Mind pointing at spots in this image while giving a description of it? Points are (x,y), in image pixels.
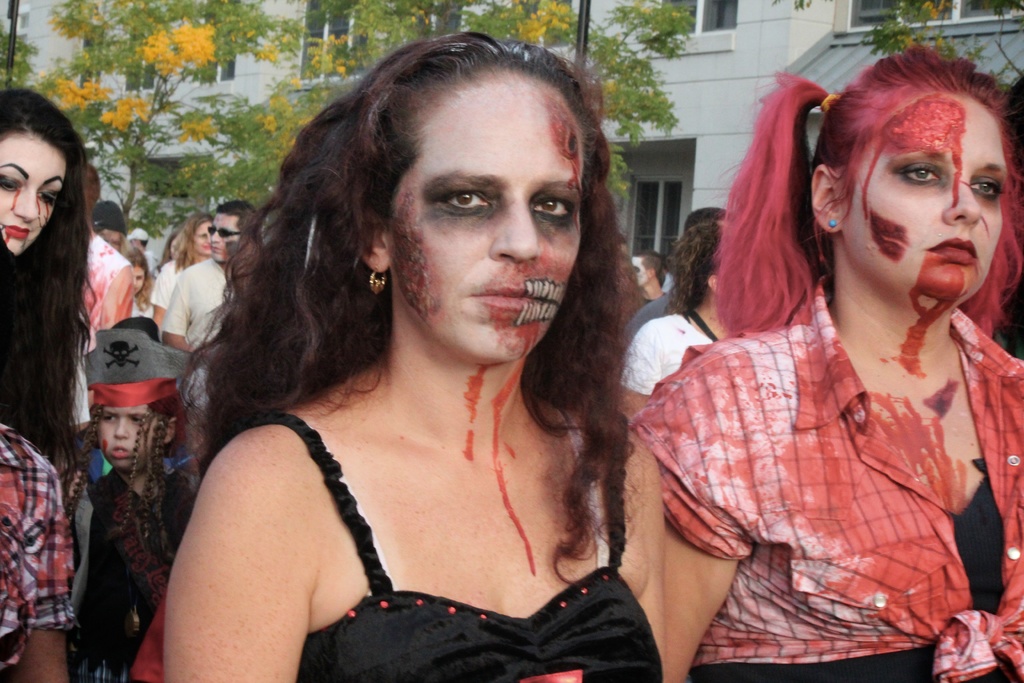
In this image I can see in the middle (535,230) there are two girls (813,265) in Halloween, at the back side (244,125) there are trees (359,1) and buildings (695,87).
